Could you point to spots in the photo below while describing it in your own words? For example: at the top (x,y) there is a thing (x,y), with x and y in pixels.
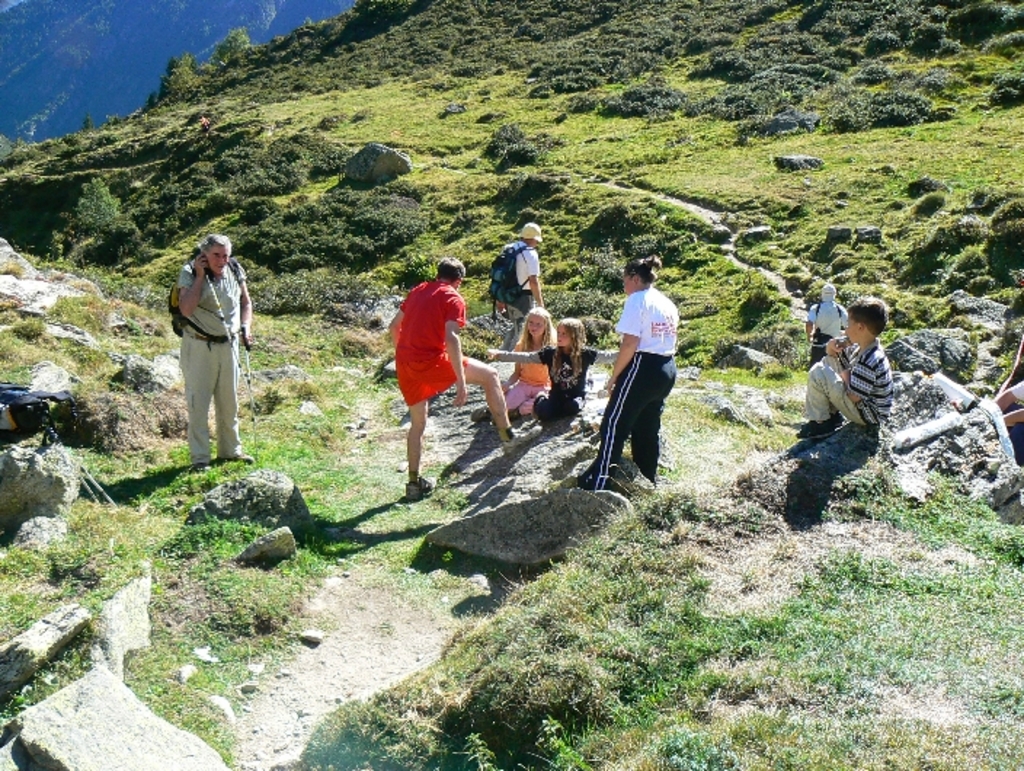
In this image there are group of people (550,350) who are standing on the stones (494,461). On the left side (218,317) there is an old man (227,362) standing on the ground (245,433) by holding the walking stick (252,389). On the right side (830,377) there is a small kid (850,388) sitting on the stone (908,406). In the background (610,102) there are hills (402,176) on which there are trees (288,159) and stones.
